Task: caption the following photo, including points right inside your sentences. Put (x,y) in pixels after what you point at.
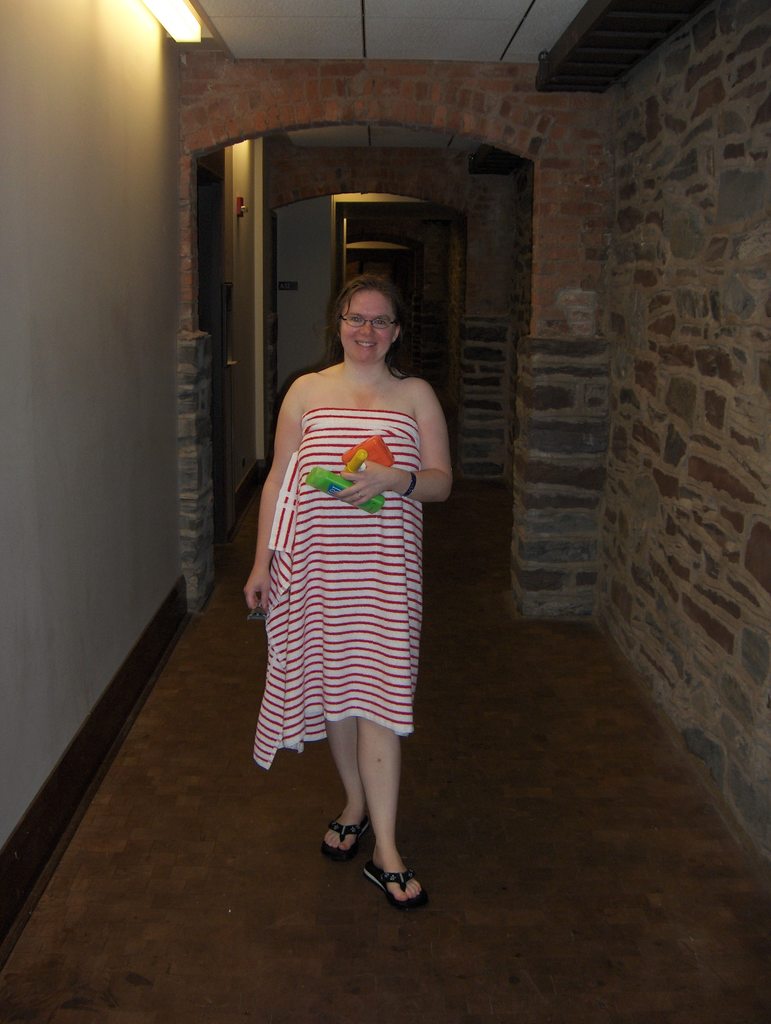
In this image I can see a person (384,528) standing and holding few objects (370,457). Back I can see a brick wall (719,311) and top I can see a light (167,8).
